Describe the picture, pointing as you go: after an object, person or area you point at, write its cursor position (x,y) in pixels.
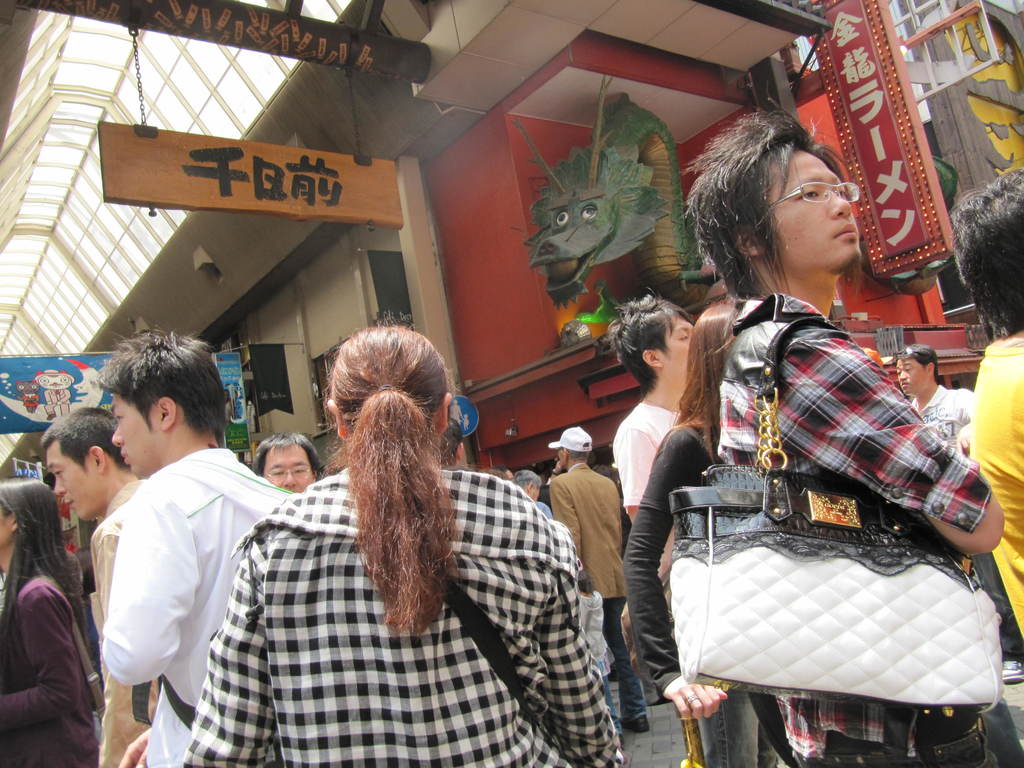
In this image we can see people (59,608). In the background (929,278) there is a sculpture (617,249) and we can see boards (108,154). There is a building (33,175).
